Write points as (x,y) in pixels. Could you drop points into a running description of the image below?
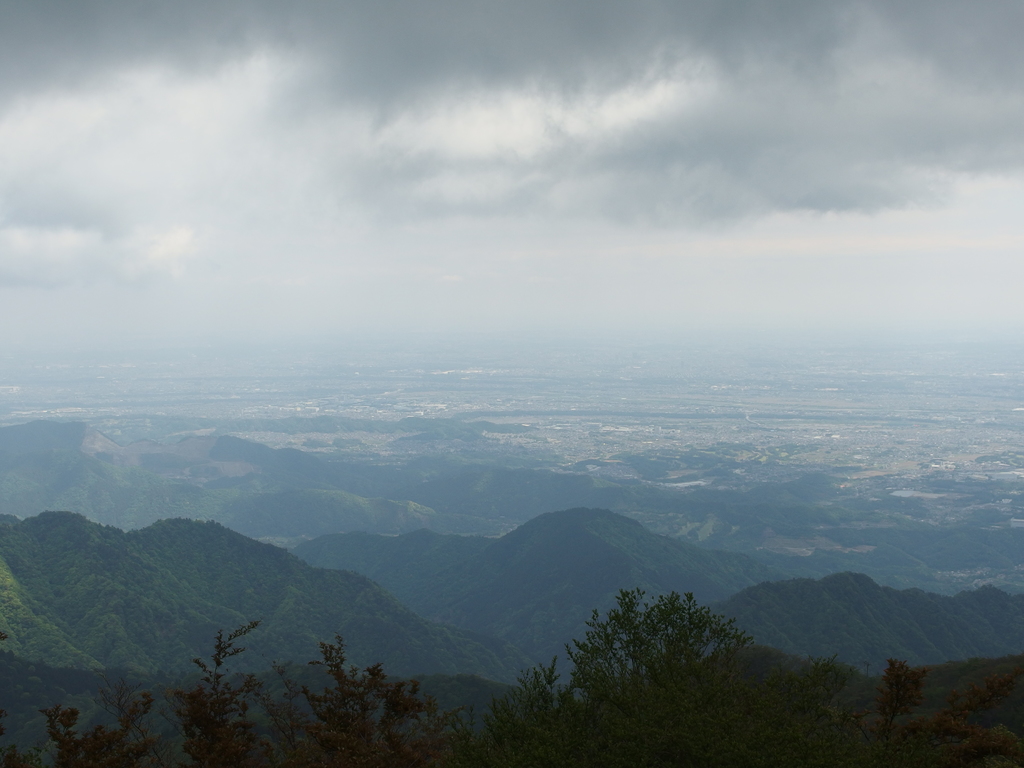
In this image we can see sky (376,160) with clouds (124,59), ground (563,398), hills (443,502) and trees (381,679).
